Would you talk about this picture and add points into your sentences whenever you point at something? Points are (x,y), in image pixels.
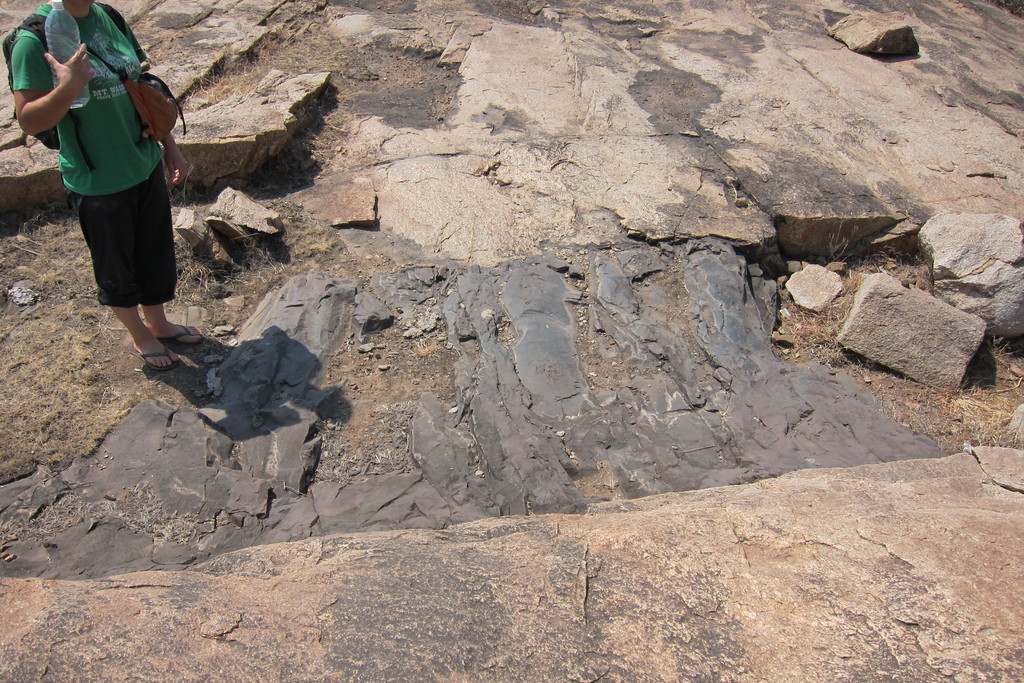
On the left side of the image (127,143) we can see a person (138,215) is standing and wearing dress (86,134), bags (146,112) and holding a bottle (52,44). In the background of the image (650,291) we can see the rock surface (416,416).
